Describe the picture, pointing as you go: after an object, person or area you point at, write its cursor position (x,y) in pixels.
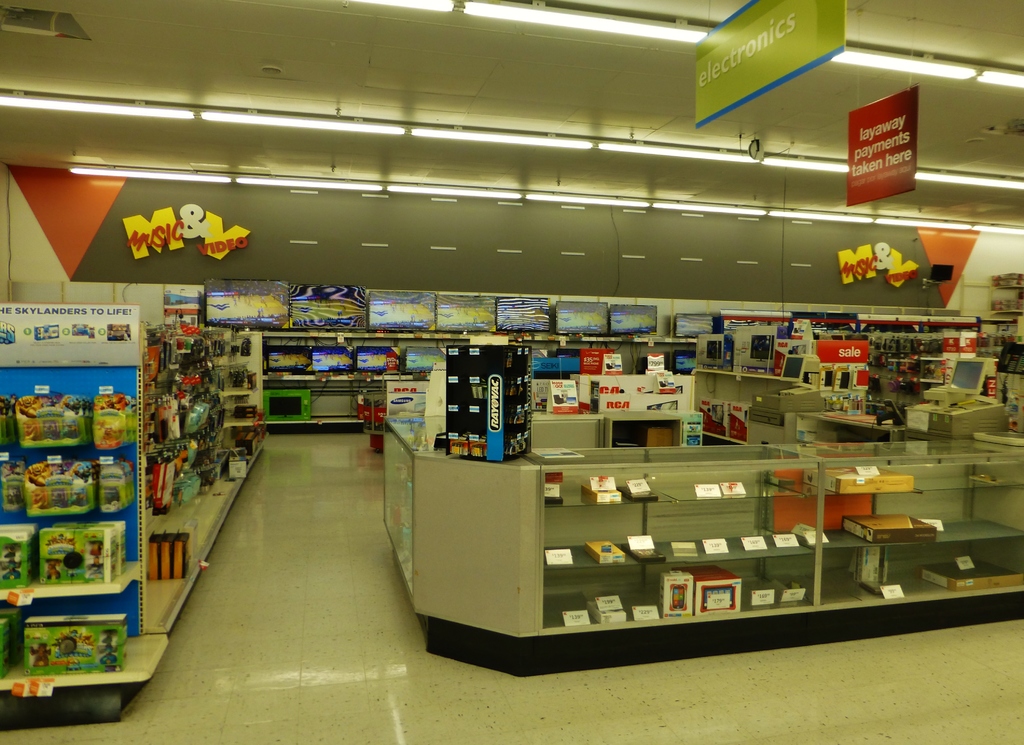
In this picture I can see some objects (480,443) in display cabins (619,527) and racks (483,457), there are televisions (351,318), there are tube lights (77,170) and some other objects (821,28).
